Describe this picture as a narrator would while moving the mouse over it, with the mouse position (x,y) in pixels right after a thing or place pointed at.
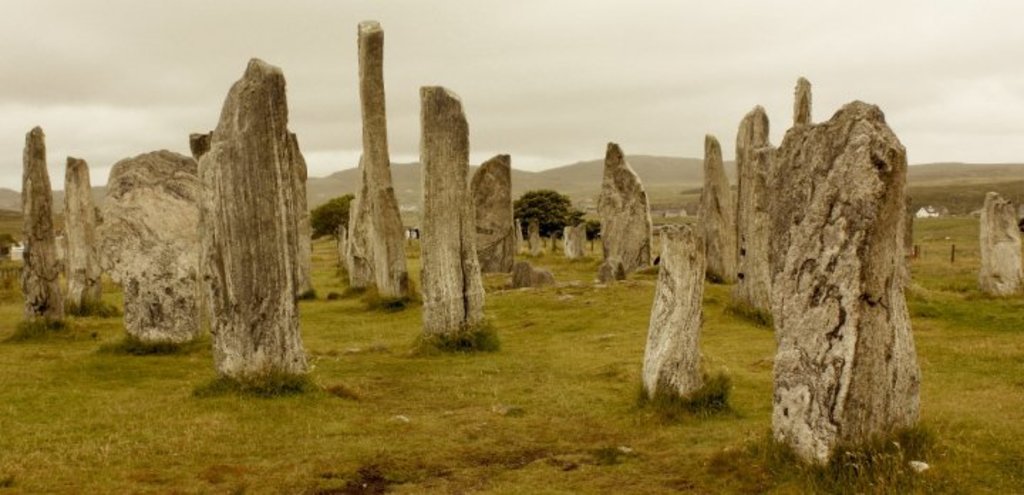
In this image I can see some rocks (650,320) on the ground (496,401). In the background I can see the trees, mountains (411,164) and the sky (411,34).
